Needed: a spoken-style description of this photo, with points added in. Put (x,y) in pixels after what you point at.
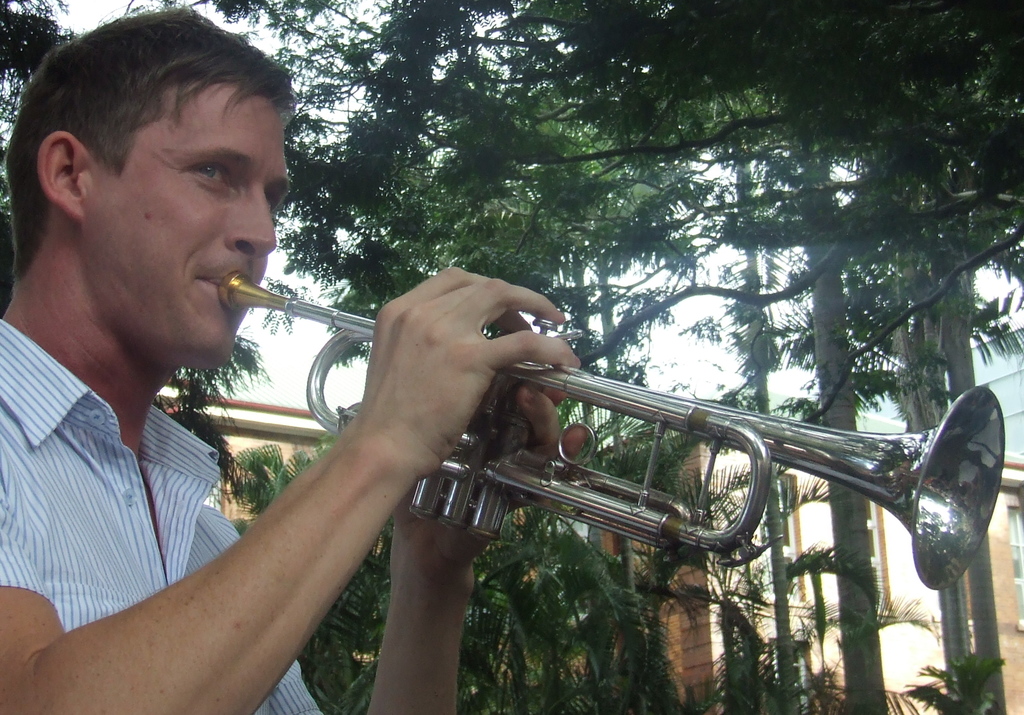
In the picture we can see a man (93,94) standing and playing a musical instrument (974,524) and in the background (962,310), we can see plants (685,461), trees (603,177), building walls (829,519) and sky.
